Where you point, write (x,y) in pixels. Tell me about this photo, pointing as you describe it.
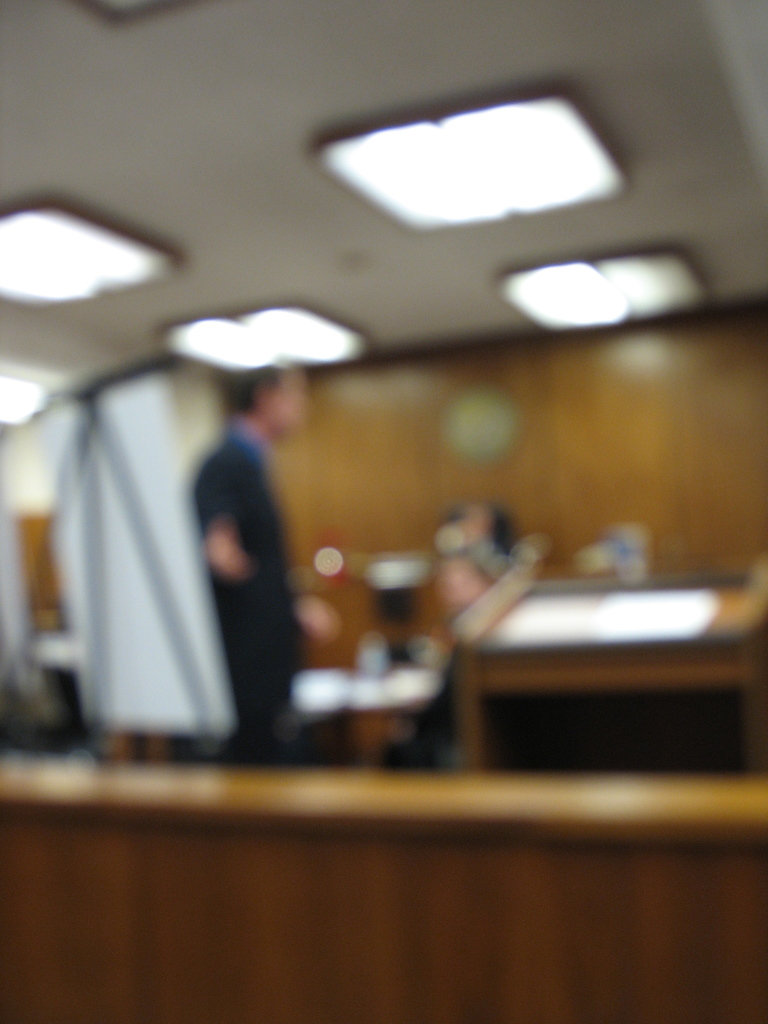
As we can see in the image there is a person (284,568) standing over here, cloth (196,569), wall (397,458) and lights (241,326). The image is little blurred.
